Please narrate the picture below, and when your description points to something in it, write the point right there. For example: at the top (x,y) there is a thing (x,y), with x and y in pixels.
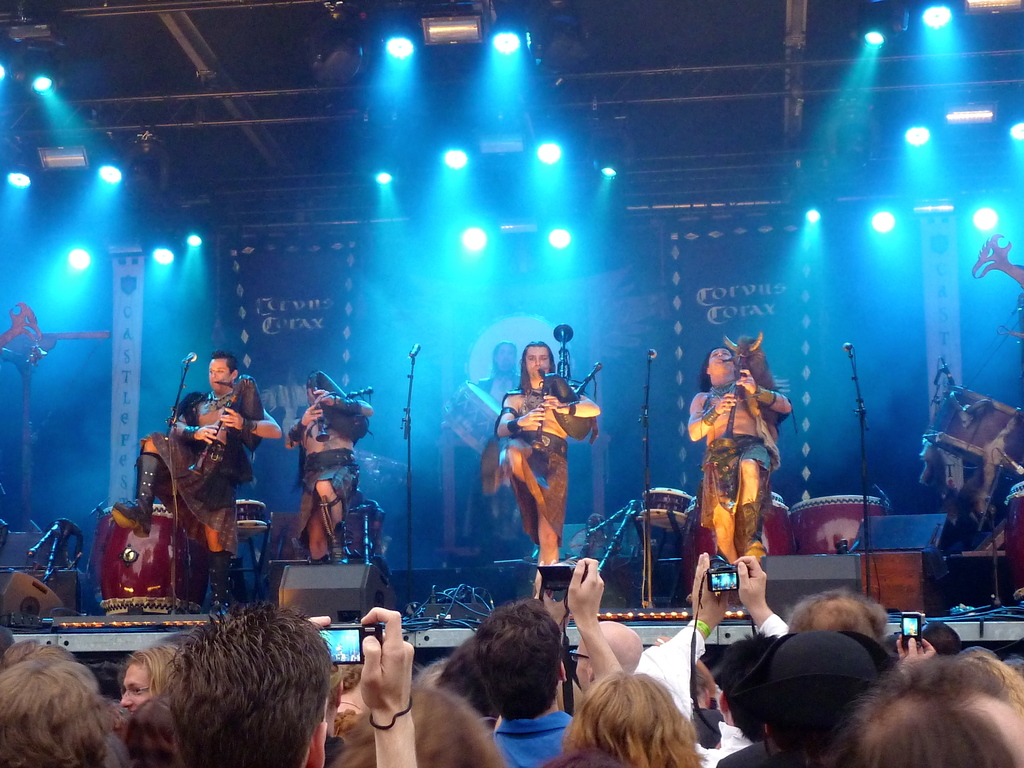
This picture shows a group of people (208,520) performing with the musical instruments (1011,551) on the dais (442,620) and we see microphones (651,361) in front of them and few are holding bagpipes (734,393) and a man (504,416) holding a pipe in his hand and we see lights (505,142) on the roof (765,68) and we see drums (962,423) and guitar (978,274) on the side and we see audience (737,725) taking pictures with the cameras (714,572).
